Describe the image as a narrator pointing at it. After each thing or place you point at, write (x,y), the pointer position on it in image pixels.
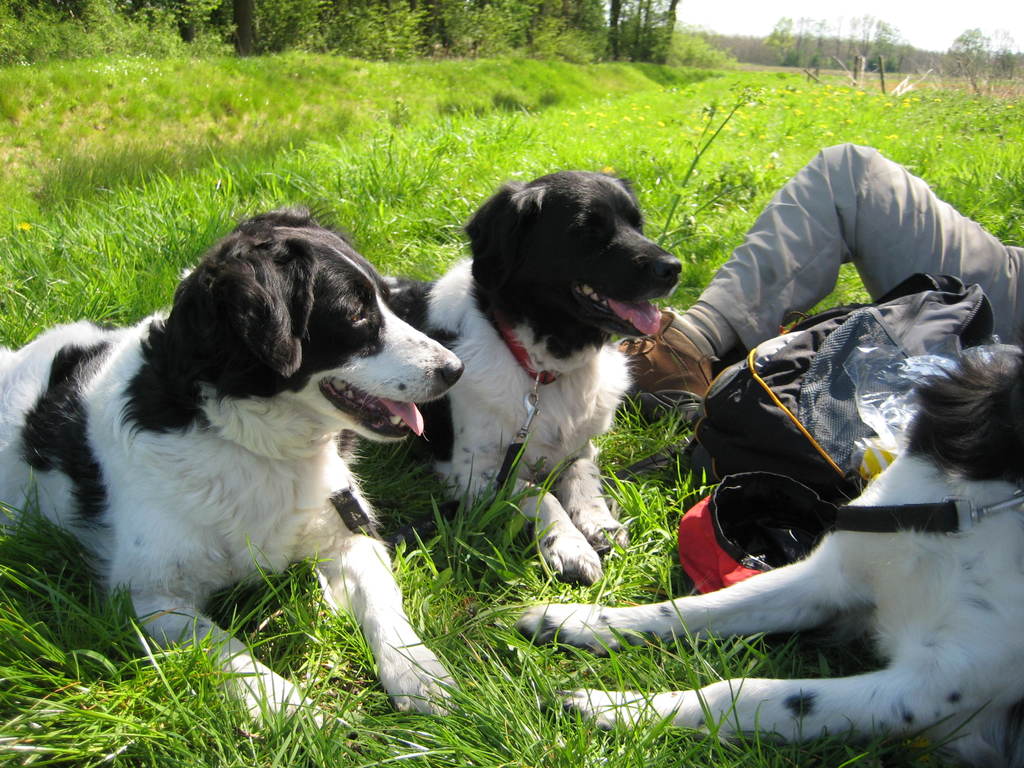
Here we can see three dogs (982,631), bag (792,378), and leg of a person (882,222). This is grass (527,125) and there are plants (680,60). In the background (772,43) we can see trees (883,34) and sky (940,33).
